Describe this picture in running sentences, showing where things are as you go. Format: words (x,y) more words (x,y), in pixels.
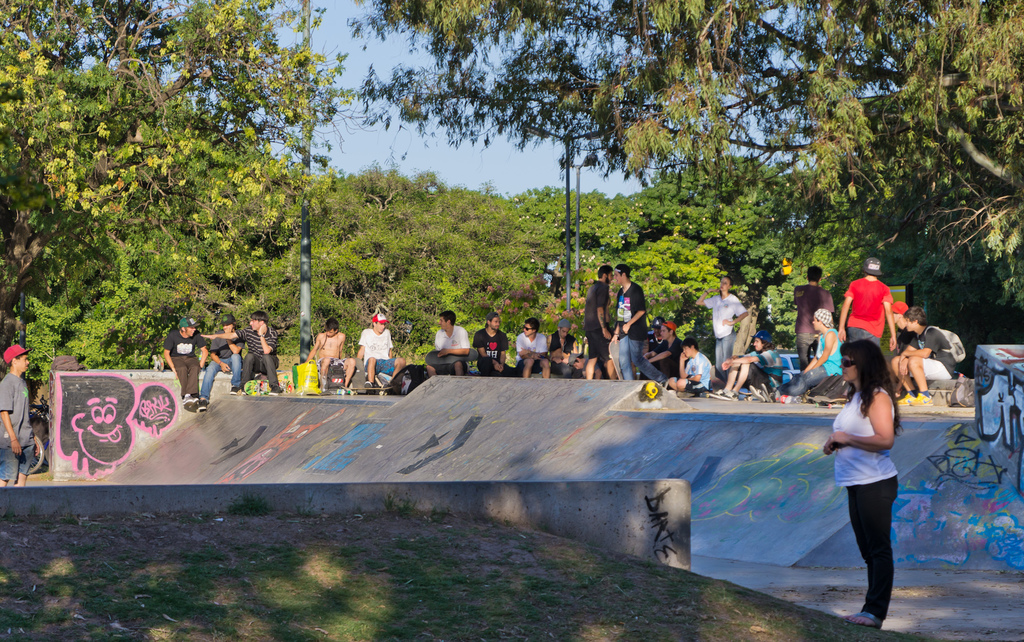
In the image we can see there are people (486,371) sitting on the ground (334,426) and behind there are lot of trees (714,179).
